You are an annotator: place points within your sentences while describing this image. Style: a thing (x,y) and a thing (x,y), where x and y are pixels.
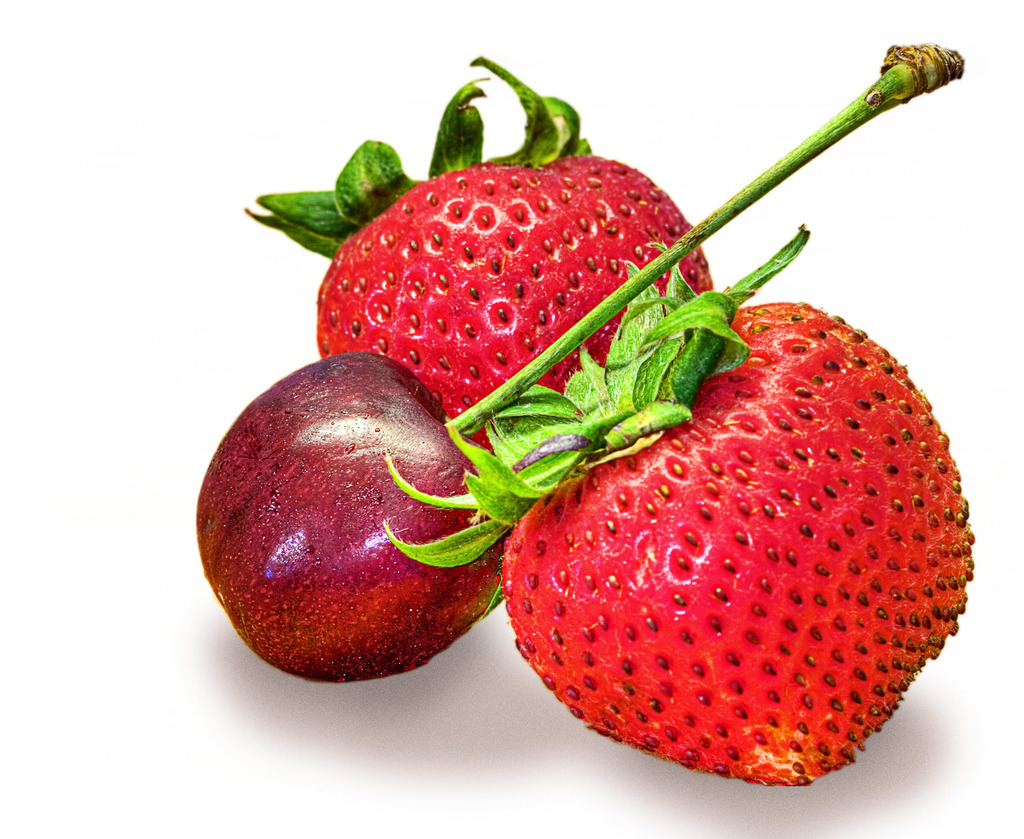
The picture consists of strawberries (635,420) and a cherry (330,431), on a white surface (959,803). The image is looking like an edited picture.
